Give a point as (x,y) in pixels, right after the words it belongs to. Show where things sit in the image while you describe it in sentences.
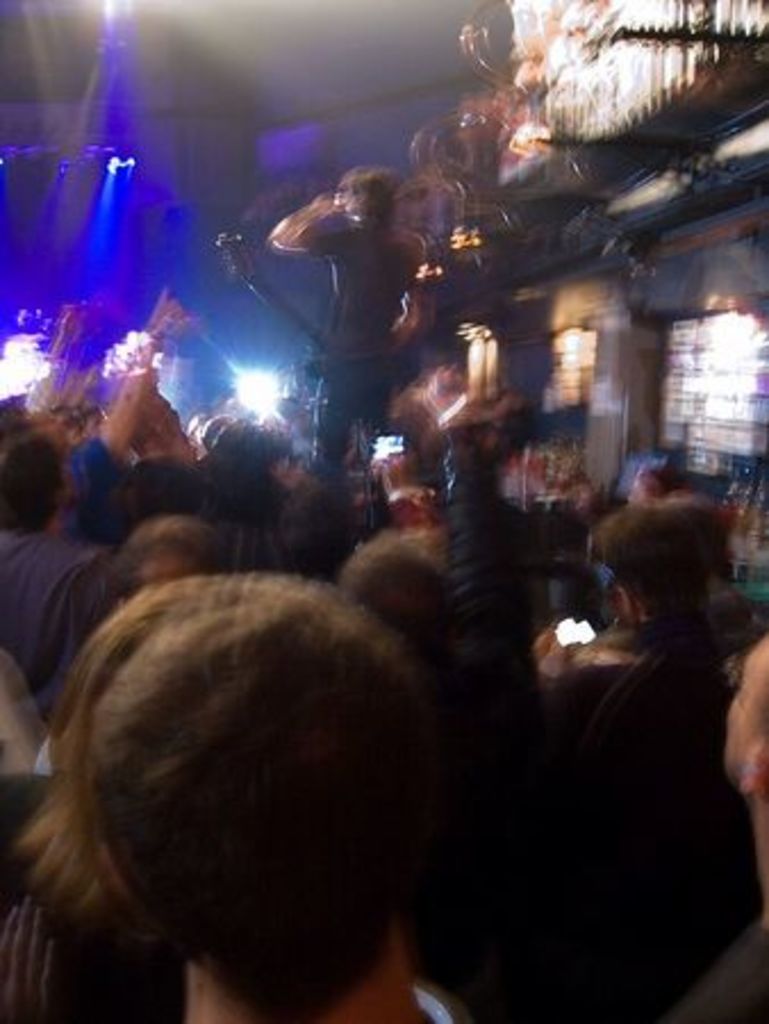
In this image I can see group of people (18,469) standing, background I can see few lights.
